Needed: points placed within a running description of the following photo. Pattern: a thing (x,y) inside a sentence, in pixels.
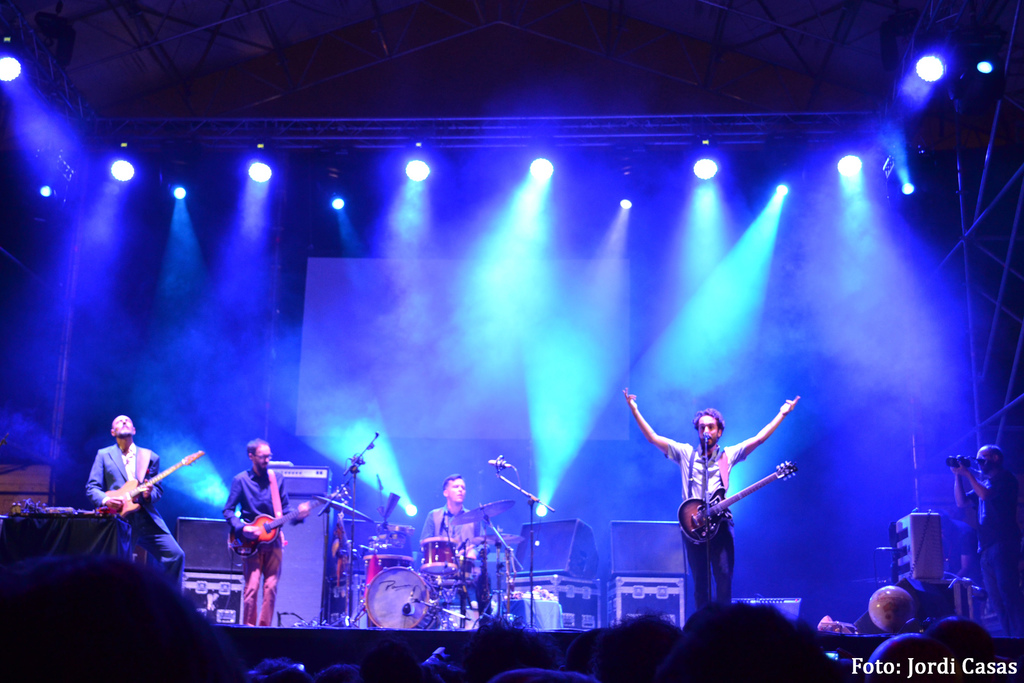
In this image I can see number of people (97,569) where three of them (262,471) are holding guitars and one (446,483) is sitting next to a drum set (474,520). In the background (549,461) I can see few lights (568,389) and here I can see few mics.
